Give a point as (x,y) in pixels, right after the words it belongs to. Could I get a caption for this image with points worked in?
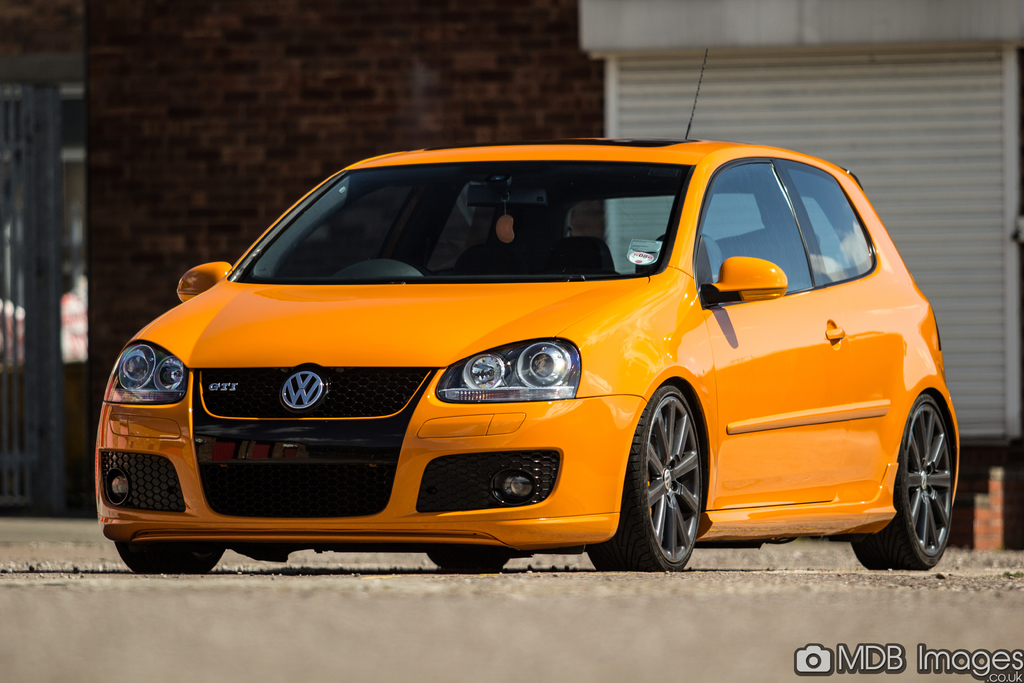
In this image we can see the orange color car (551,502) on the road (329,600). In the background (1005,170), we can see the wall (603,4). Here we can see the watermark (819,663) on the bottom right side of the image (806,655).
